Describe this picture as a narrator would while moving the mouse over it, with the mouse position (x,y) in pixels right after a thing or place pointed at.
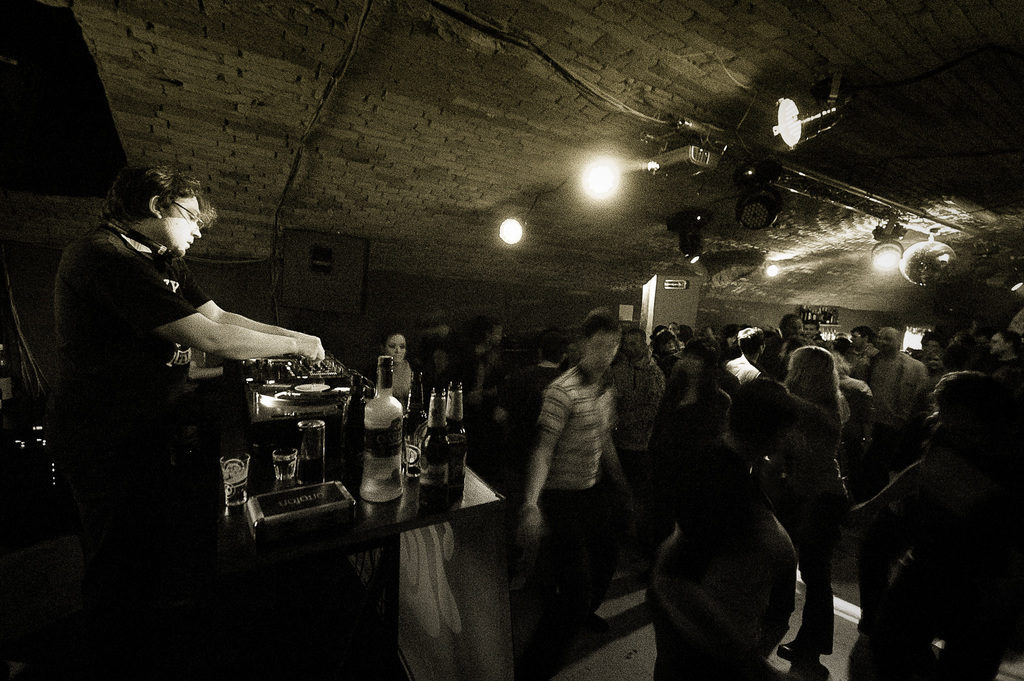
in this image, In the left side (146,505) there is a man (164,513) standing and he is holding a object (294,379), There is a table (339,534) on that some bottles (431,429) are kept, In the right side (726,485) there are some people (672,461) standing, In the top (591,184) there are lights (599,173) in white color.
